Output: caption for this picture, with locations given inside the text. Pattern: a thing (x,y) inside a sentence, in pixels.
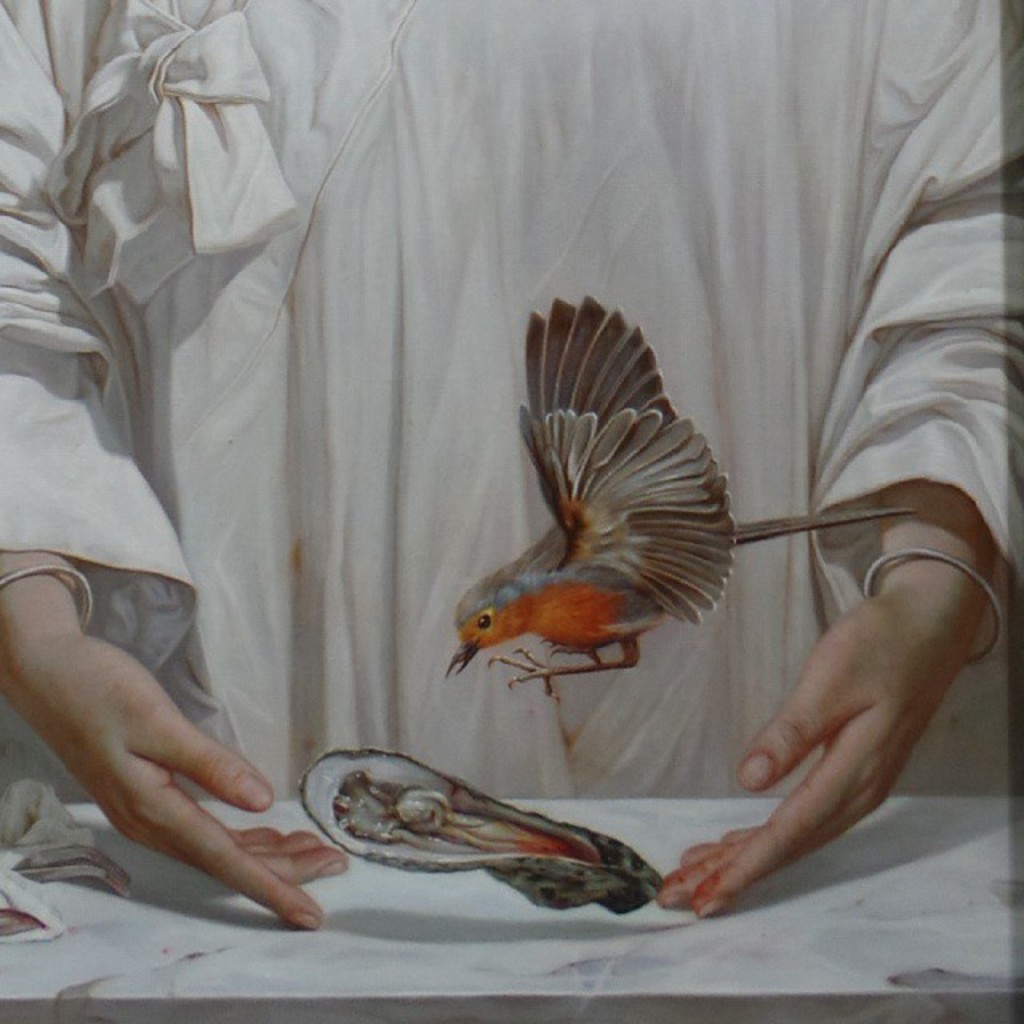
In this image we can see a painting (408,542). In this image we can see a person (780,853), bird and other objects (493,957).
